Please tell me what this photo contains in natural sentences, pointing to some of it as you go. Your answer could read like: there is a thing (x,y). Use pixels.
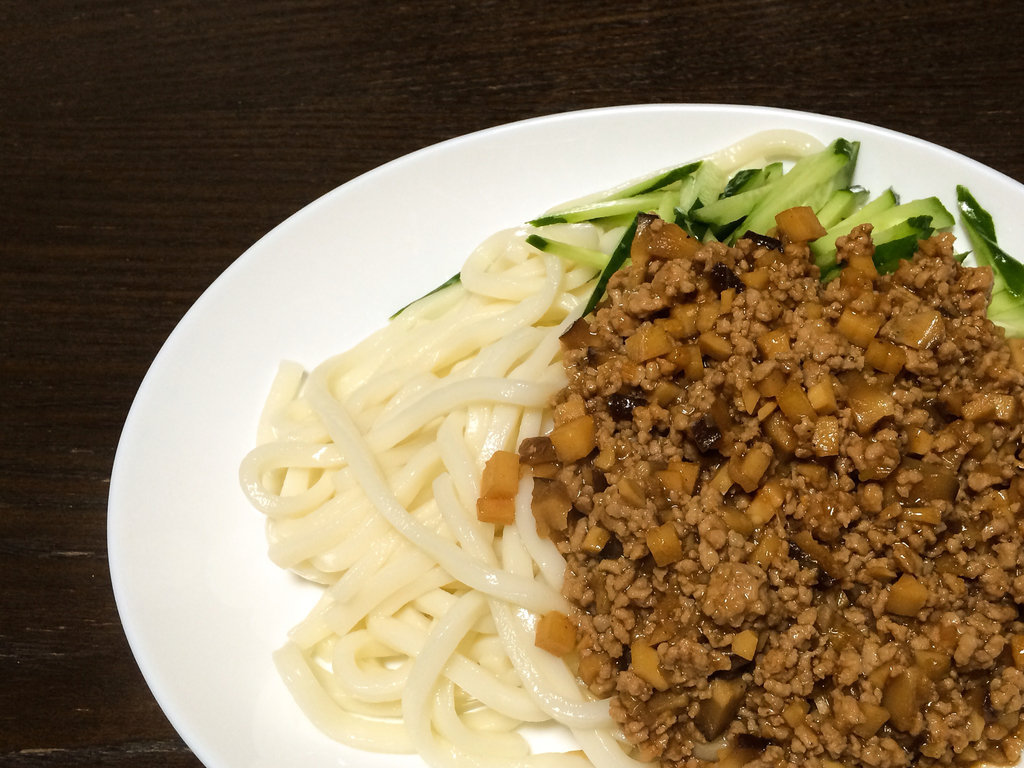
This is a zoomed in picture. On the right (893,213) there is a white color platter (170,617) containing some noodles (441,467) and some food items (773,403) and the platter (324,286) seems to be placed on a wooden table (293,71).
